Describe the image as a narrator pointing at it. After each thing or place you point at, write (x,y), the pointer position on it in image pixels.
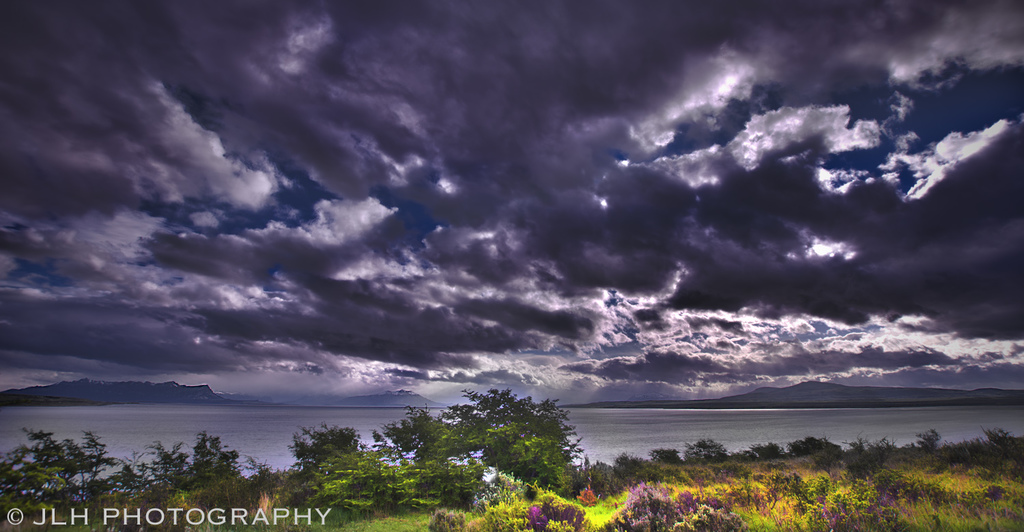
This image is taken outdoors. At the top of the image (672,73) there is the sky (692,363) with clouds (854,169). The sky (386,278) is dark. In the background (116,391) there are a few hills (921,395). At the bottom of the image (405,520) is a ground (796,466) with grass (388,526) on it and there are many plants (640,485) on the ground (274,481). In the middle of the image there is a river (632,422) with water (746,434).
